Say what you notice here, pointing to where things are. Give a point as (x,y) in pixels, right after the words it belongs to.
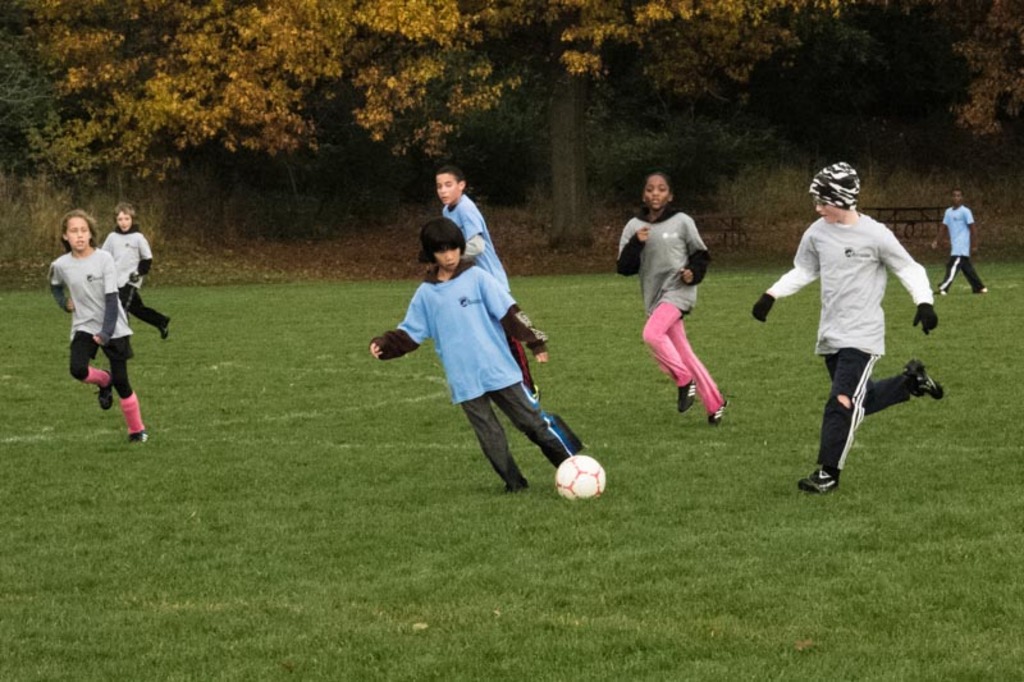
There are seven people (817,480) playing on the ground (436,570). To the left side (83,298) there are two kids (116,261) with same grey t-shirt (110,269) is running. In the middle (498,274) there are two boys (469,305) with blue t-shirt (457,341) is running, in the front (469,323) boy (572,438) is kicking the ball (576,482). To the right side (684,263) there are two kids (670,260) with white color are running. In the top right side (958,217) there is a boy (965,230) with blue t-shirt (956,230) is walking. In the background (417,5) there is a tree (789,145).
